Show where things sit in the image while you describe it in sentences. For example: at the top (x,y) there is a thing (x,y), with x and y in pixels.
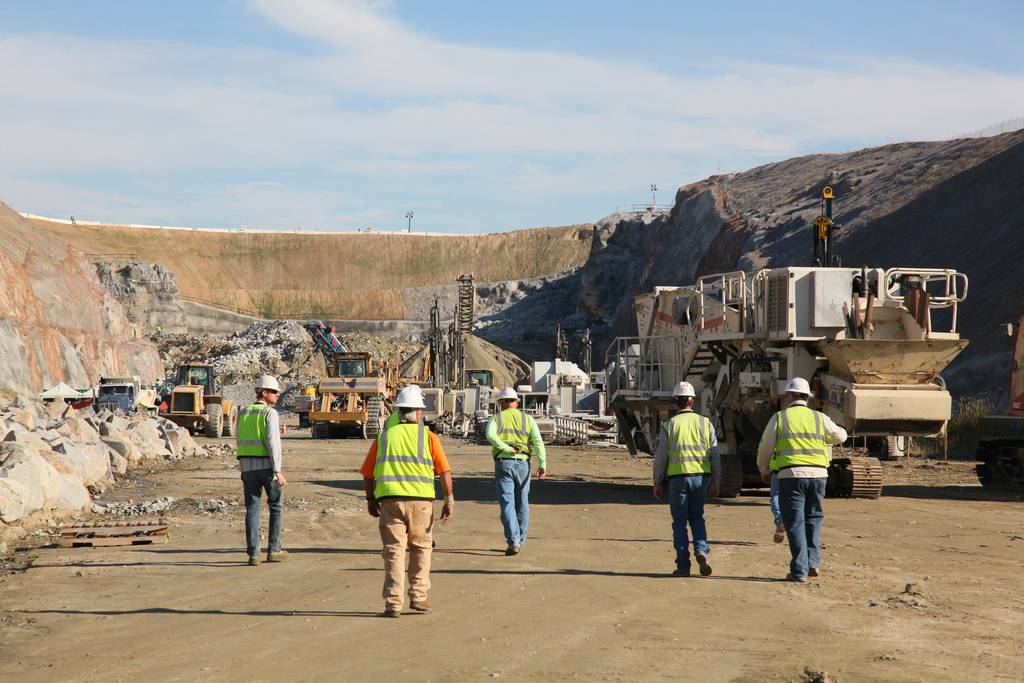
In this image we can see people (812,408) and there are vehicles (573,407). There are rocks (122,433). In the background (435,219) there is sky (421,194) and we can see poles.
